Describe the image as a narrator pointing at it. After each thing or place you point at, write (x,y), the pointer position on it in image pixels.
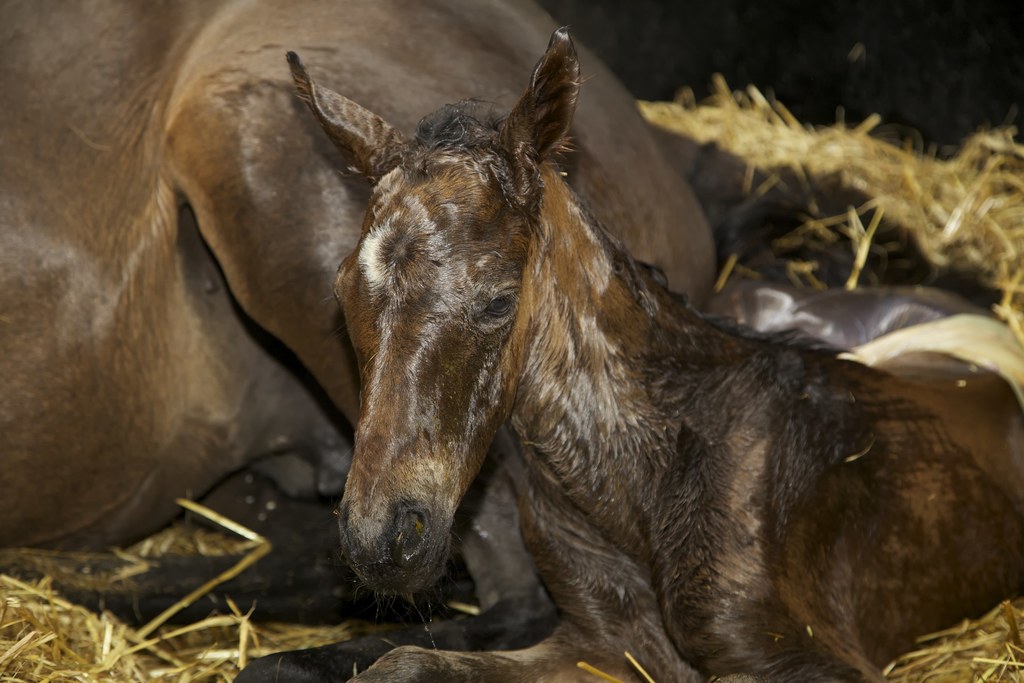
The brown horses (488,515) are sitting. There is dry grass (921,211).
